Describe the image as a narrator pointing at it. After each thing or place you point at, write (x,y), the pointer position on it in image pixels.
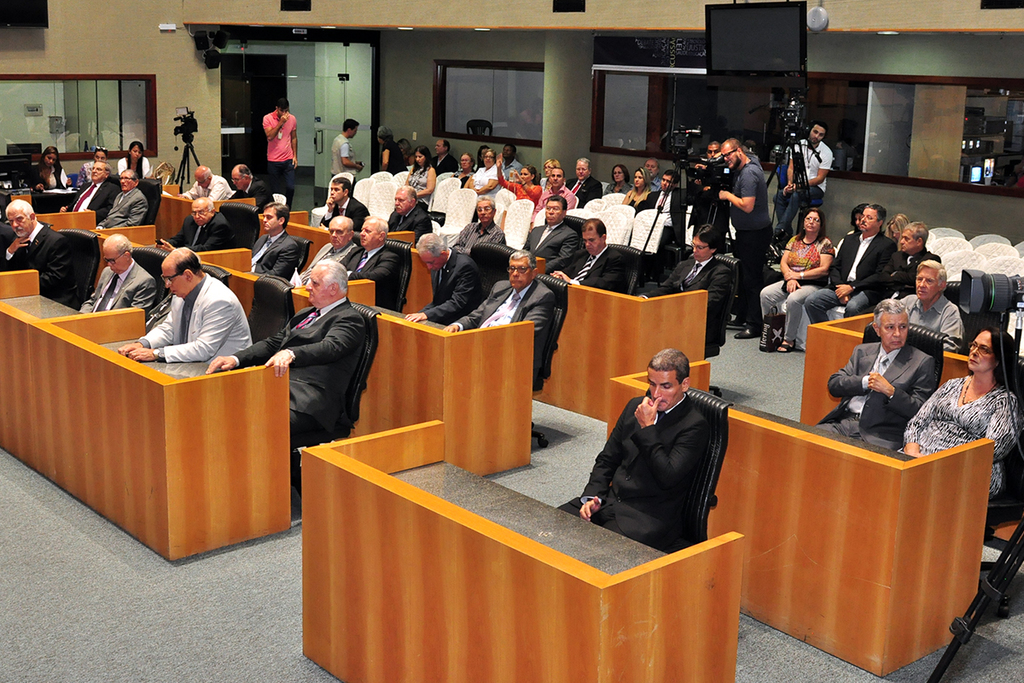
In this image there is floor (166,629) at the bottom (176,621). There are people (654,375), there are chairs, desks (620,327), cameras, windows (716,116), there is a door (241,151), television (775,8) and there are lights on the roof (448,5).
